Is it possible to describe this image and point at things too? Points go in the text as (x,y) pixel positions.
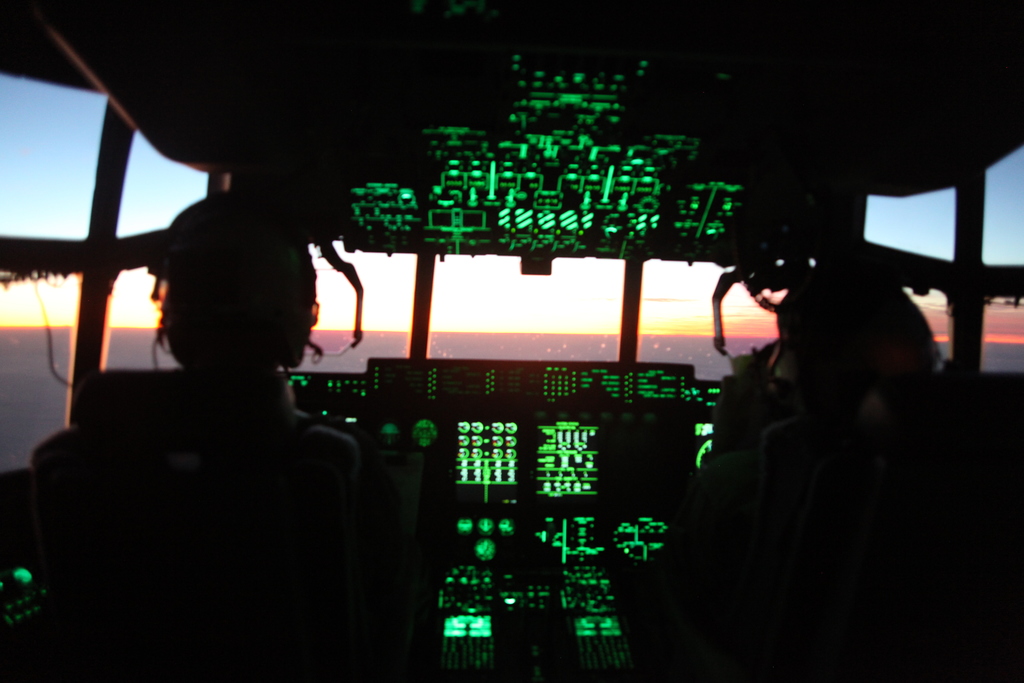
This is an inside view of an airplane (184,127), where there are two persons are sitting on the seats (67,659) and operating some thing (503,480), and in the background (352,312) there is sky (509,294).
